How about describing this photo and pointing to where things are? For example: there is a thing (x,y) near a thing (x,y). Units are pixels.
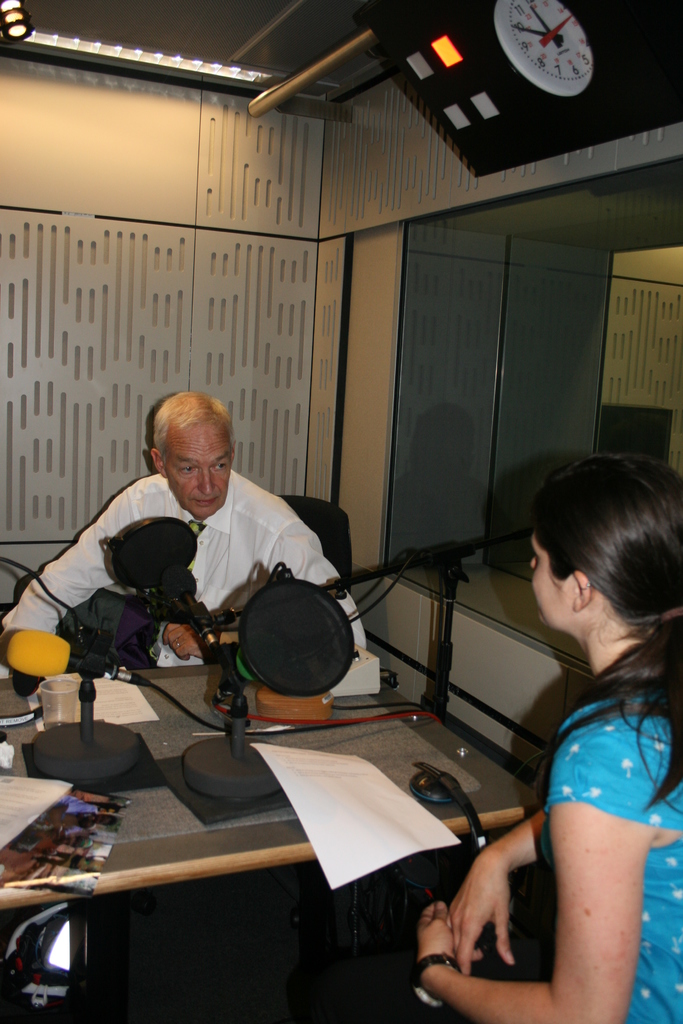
In this picture we can see man (211,584) and woman (609,698) sitting on chairs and in front of them there is table (162,798) and on table (268,858) we can see cover (70,836), paper (325,785), glass (51,698), mics (53,670) and in background (245,257) we can see wall (274,153), watch (526,50), lights (264,77).
